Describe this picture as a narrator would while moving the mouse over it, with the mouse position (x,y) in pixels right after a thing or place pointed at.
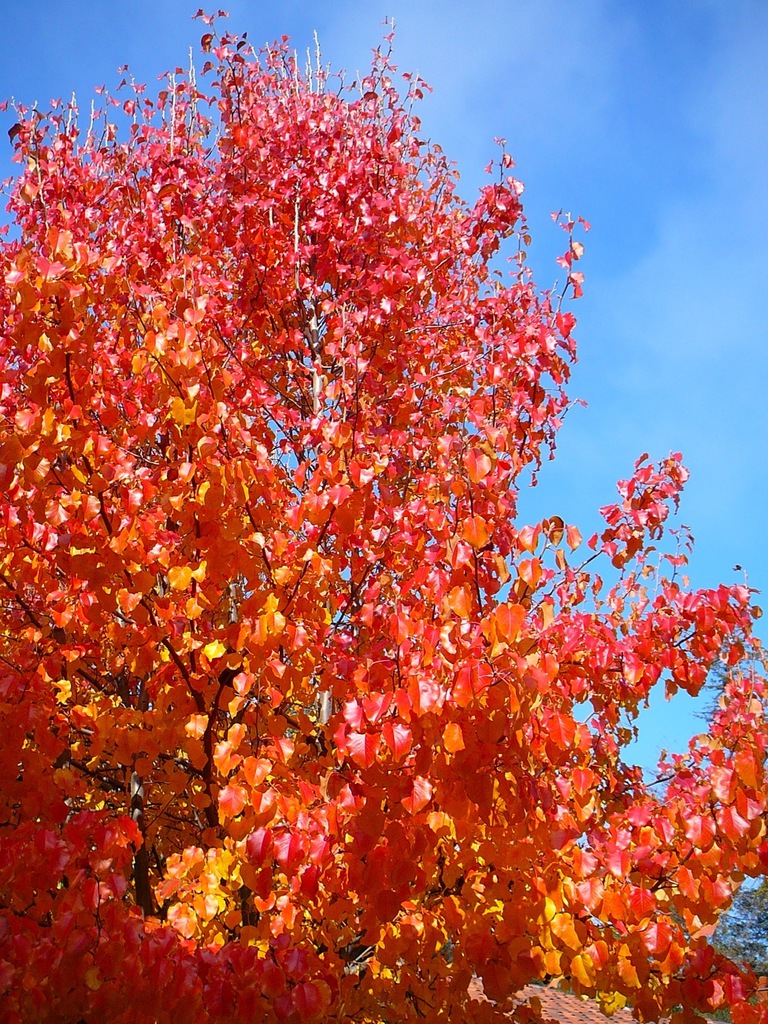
In this image we can see a tree (413,636). In the background (645,344), there is the sky (638,330).
